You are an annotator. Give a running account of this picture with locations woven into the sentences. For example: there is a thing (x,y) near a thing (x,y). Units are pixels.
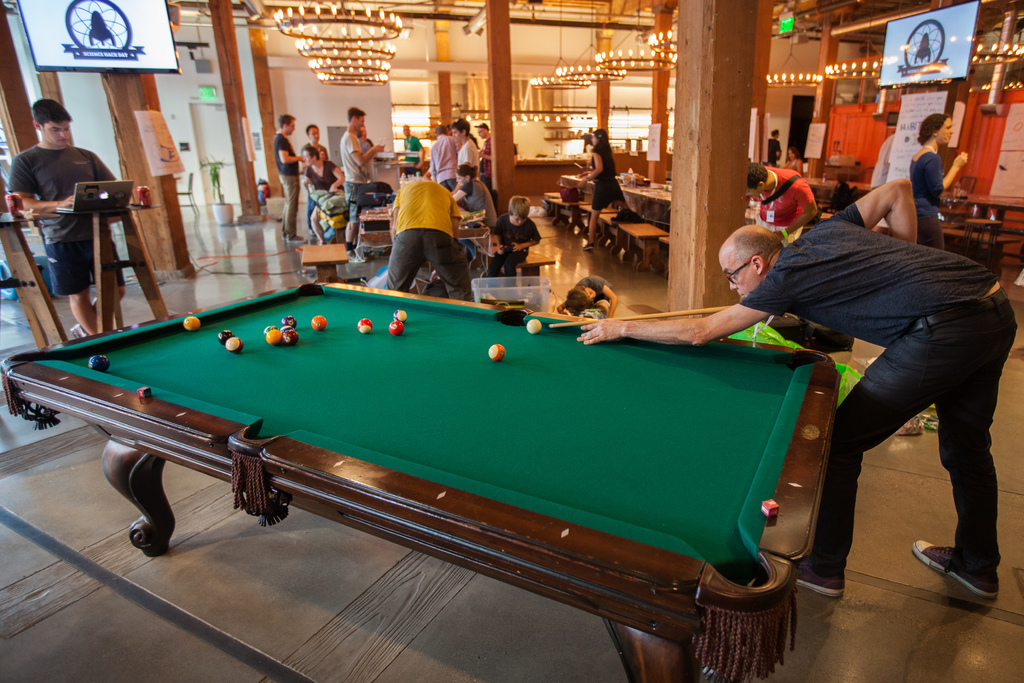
This image is clicked inside a room (413,119). In the foreground (366,419) there is a billiards table (551,438). There is a man (844,302) near the table (699,357). Behind it there are a few people (436,193) sitting on the stools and a few (436,228) standing. There are lights (344,48) hanging to the ceiling (515,57). To the left (65,201) there is man (47,205) working on the laptop (102,201). In the background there are tables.
